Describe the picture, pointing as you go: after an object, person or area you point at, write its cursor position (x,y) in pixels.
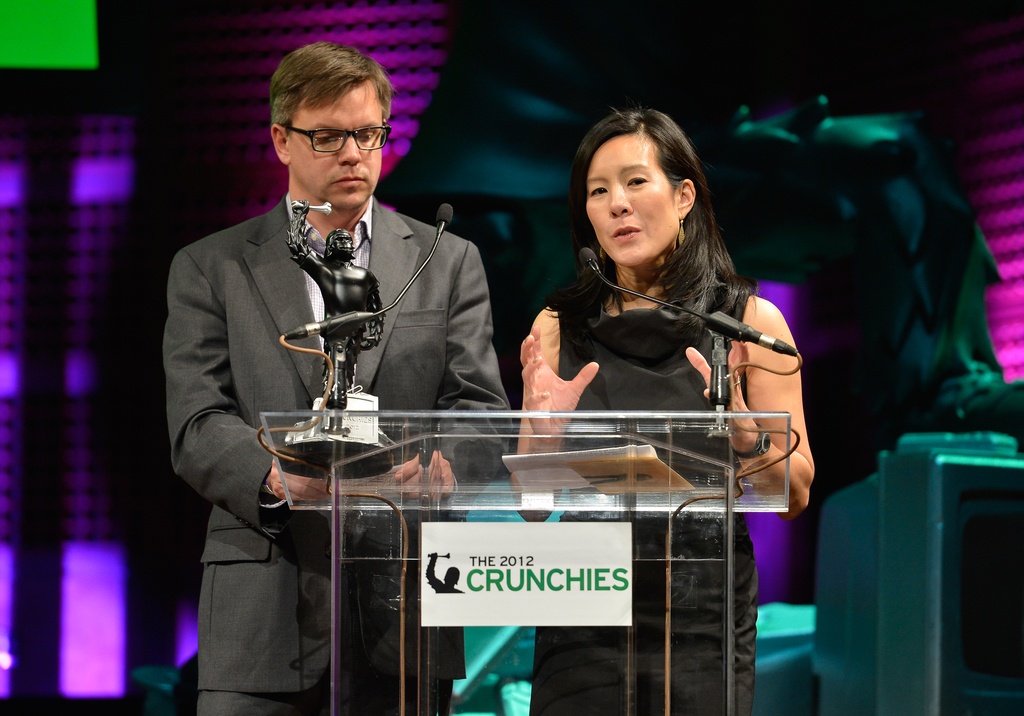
In this image a man (228,286) and a woman (630,224) is standing behind the podium (493,483). In front of them there are mics (331,333), trophy (353,284). The lady (621,309) is talking. In the background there are lights (80,670).
